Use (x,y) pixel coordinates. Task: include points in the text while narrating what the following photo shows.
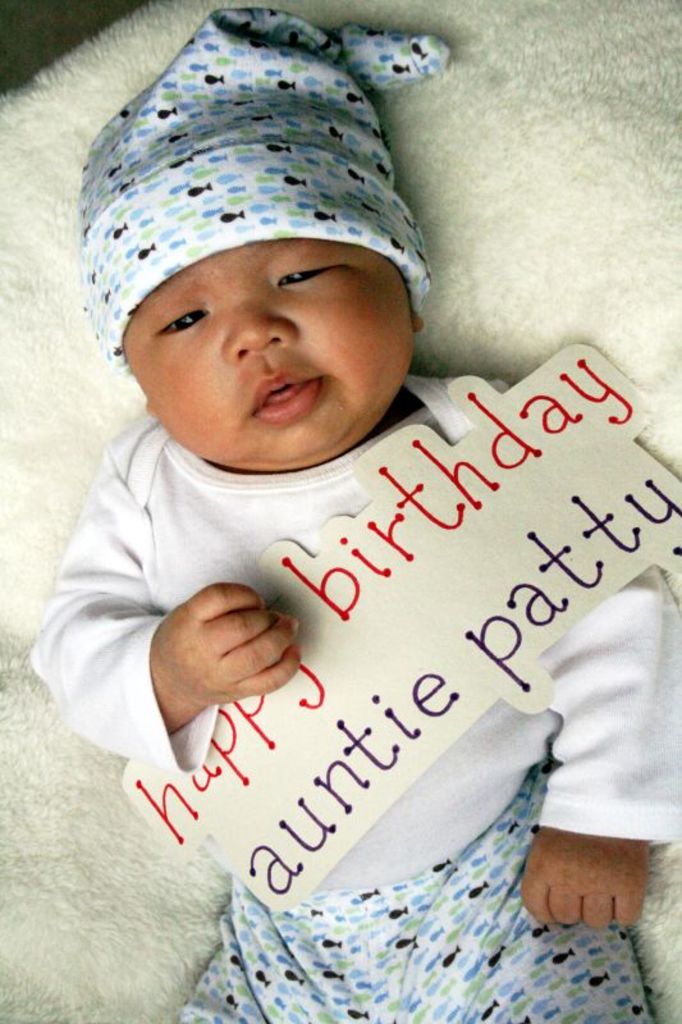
In the picture I can see a child (288,510) is lying on a white color cloth (397,192). The child (401,412) is wearing a cap (276,153) and holding a paper (284,764) which has something written on it.
